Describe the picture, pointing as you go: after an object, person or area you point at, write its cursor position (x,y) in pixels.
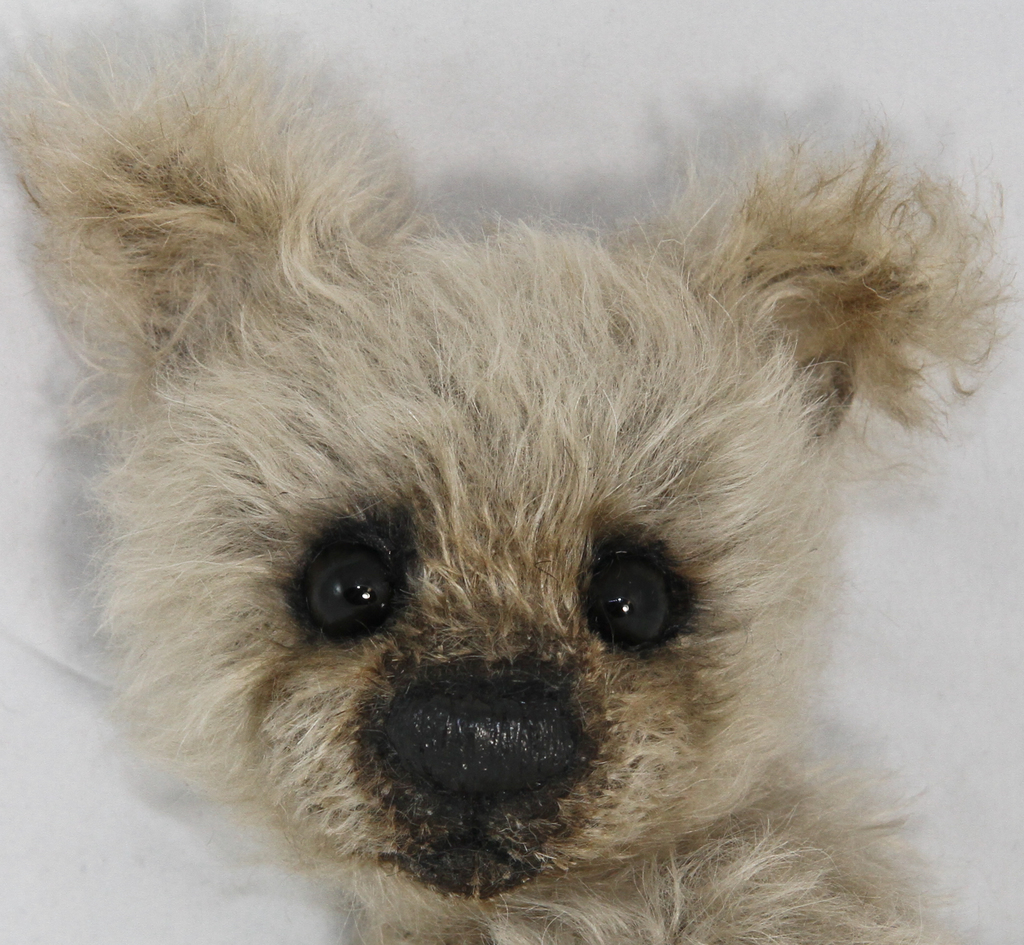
In this image there is a teddy bear (369,495).
